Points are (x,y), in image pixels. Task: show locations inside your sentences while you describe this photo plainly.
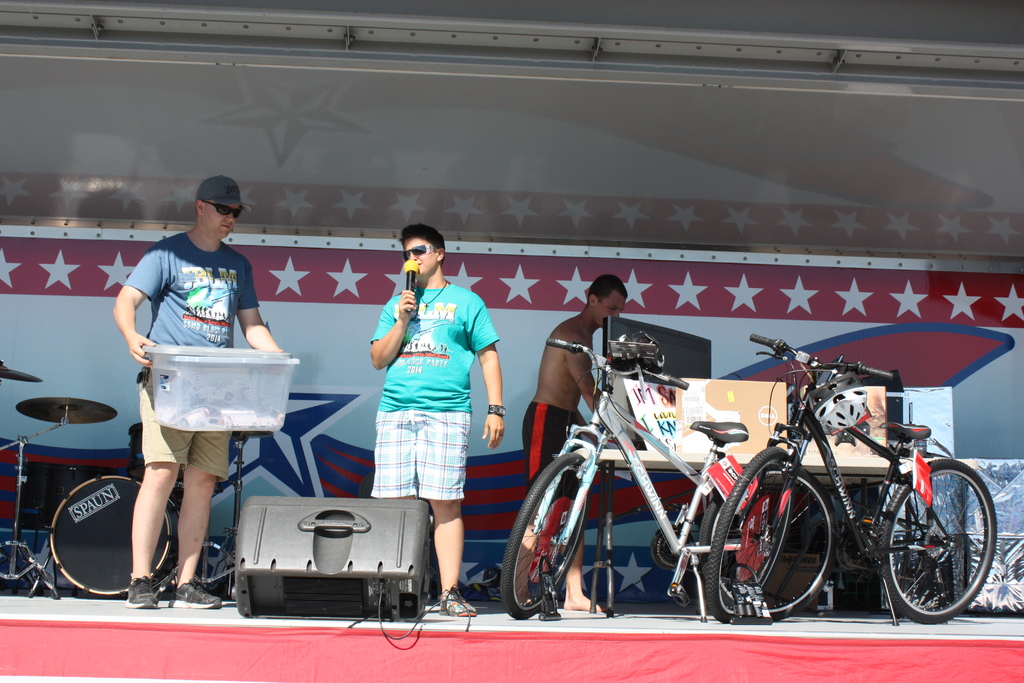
In this image we can see three persons (576,374) are standing on the stage (165,623). One person (184,311) is wearing dark blue color t-shirt (185,313) and holding container (209,395) in his hand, The other one (413,338) is wearing blue color t-shirt (420,366) with shorts (405,444) and holding mic (407,285) in his hand (411,303). The third one (568,393) is wearing black shorts (541,426). Right side of the image (708,398) one table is there, on table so many things (768,389) are there. In front of the table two bicycle (722,433) are there. Left side of the image (48,483) drums (61,498) are present.
